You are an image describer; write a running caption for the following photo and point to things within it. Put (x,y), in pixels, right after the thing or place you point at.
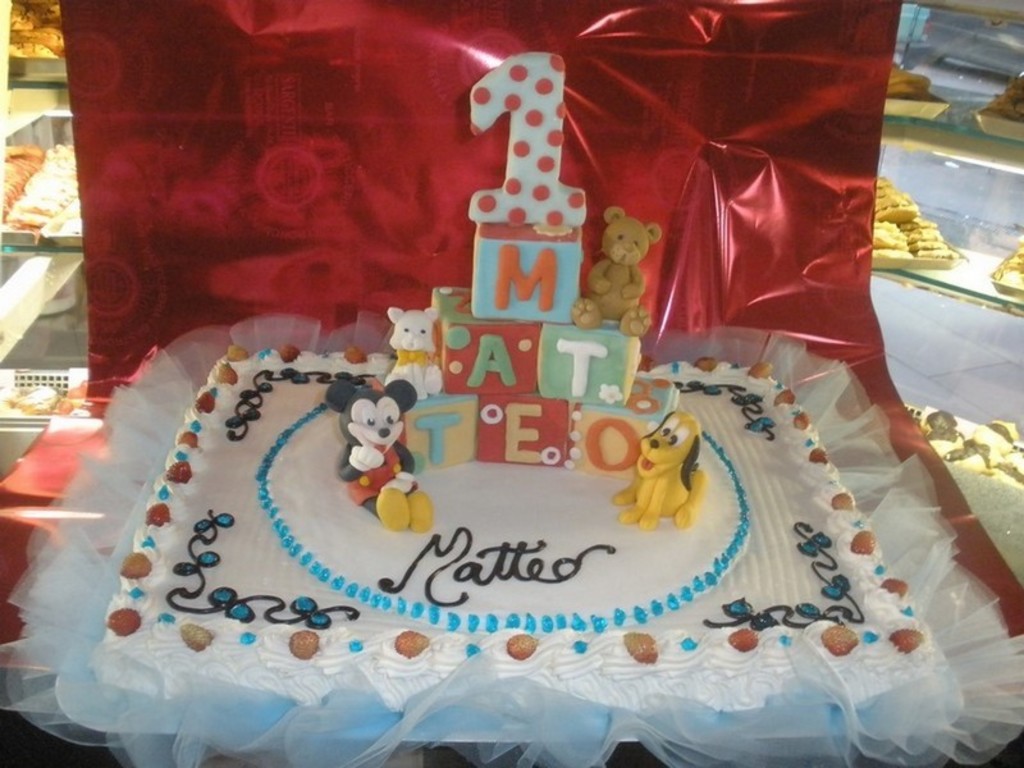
In the picture there is a birthday cake (523,550) and behind the cake (352,523) there are some cookies (19,150).
